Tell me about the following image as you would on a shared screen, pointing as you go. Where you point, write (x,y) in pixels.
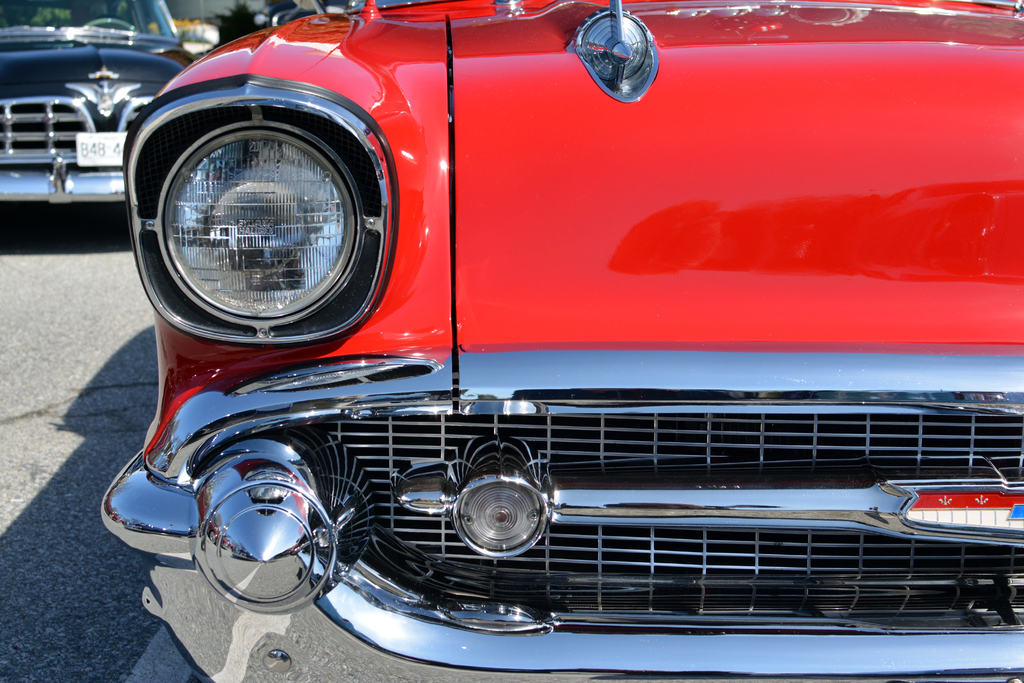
In front of the image there are cars (310,430) on the road (2,575). In the background of the image (227,31) there are plants (240,32).
